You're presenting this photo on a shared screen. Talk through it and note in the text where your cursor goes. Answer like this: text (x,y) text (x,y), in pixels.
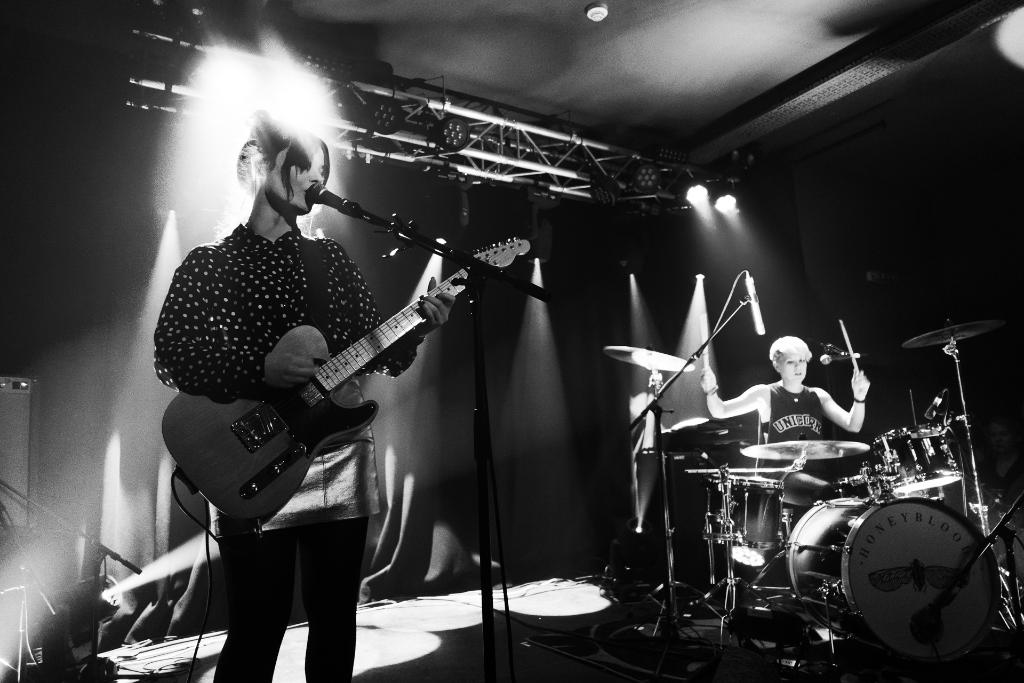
In this image i can see a person (342,251) standing and playing guitar (279,413) and singing song in front of a microphone (332,196), at right (862,477) i can see some other person (867,385) playing the musical instrument (882,445), at the back ground (699,338) i can see few lights (538,266).
